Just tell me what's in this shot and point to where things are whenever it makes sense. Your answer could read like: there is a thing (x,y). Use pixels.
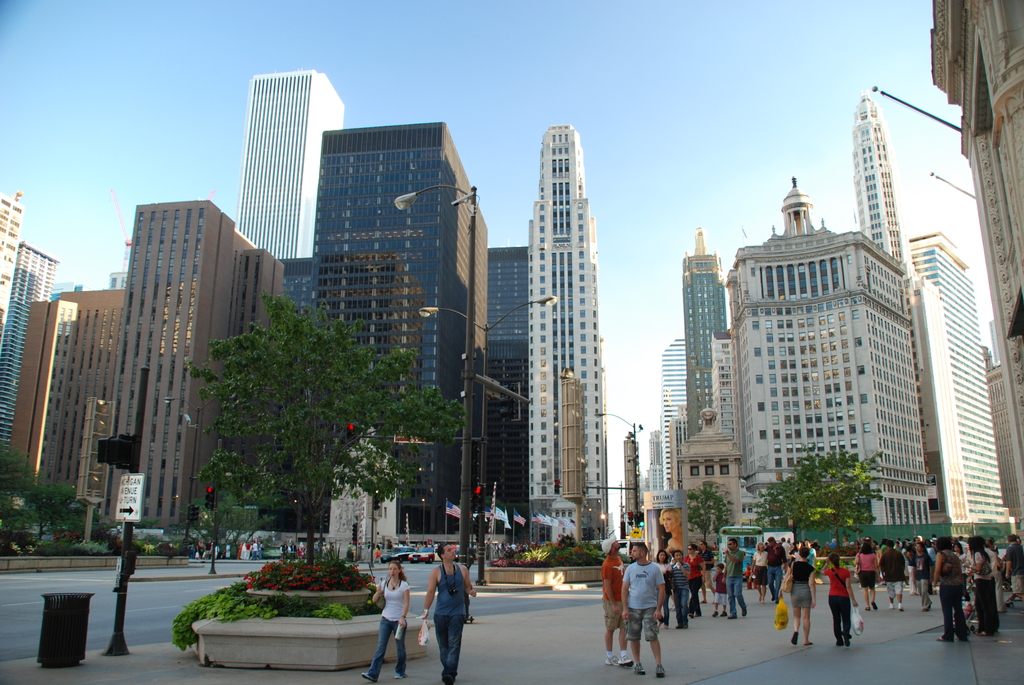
In this image, we can see so many buildings (524,351), trees (7,508), poles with lights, traffic signals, sign boards (931,506). At the bottom (760,568), we can see a group of people (375,670), vehicles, plants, dustbin (72,628), roads (133,608) and walkway (757,619). Background (743,58) there is a sky (729,28).
